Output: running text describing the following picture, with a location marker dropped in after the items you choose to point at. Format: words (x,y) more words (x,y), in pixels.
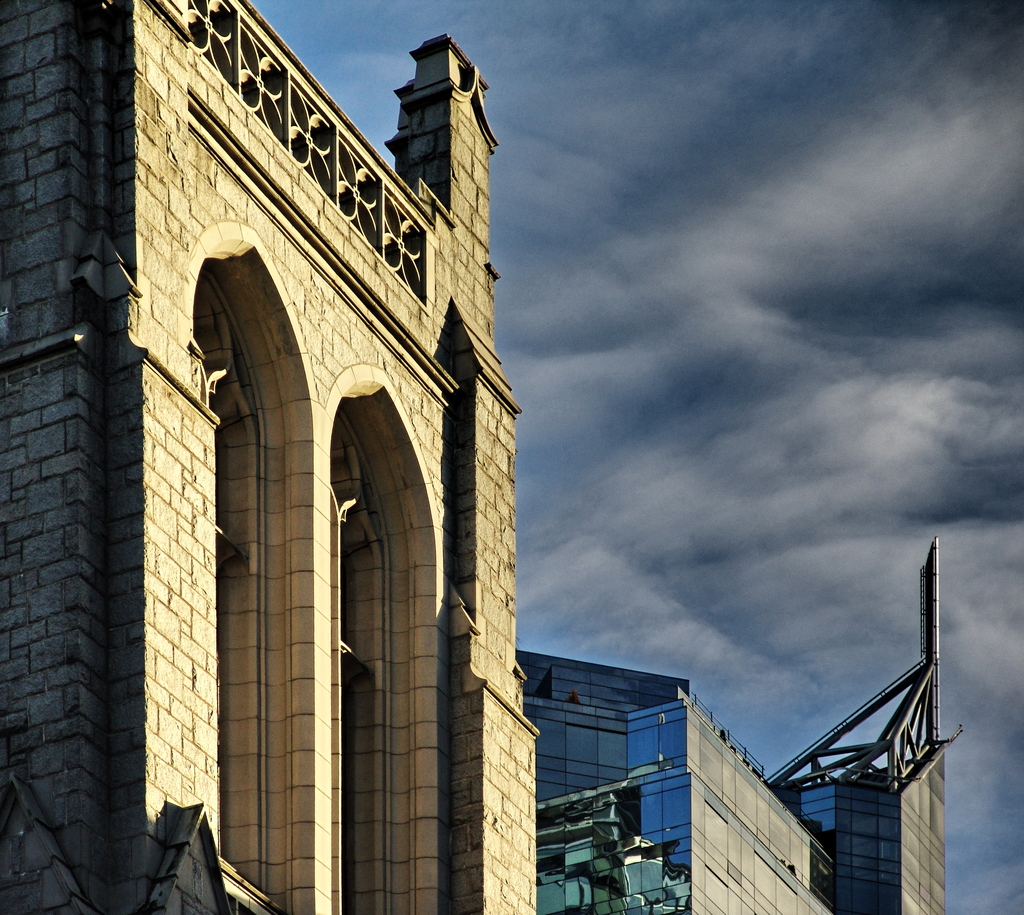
The picture consists of buildings (553,770). At the top (714,184) there is sky (788,375).
